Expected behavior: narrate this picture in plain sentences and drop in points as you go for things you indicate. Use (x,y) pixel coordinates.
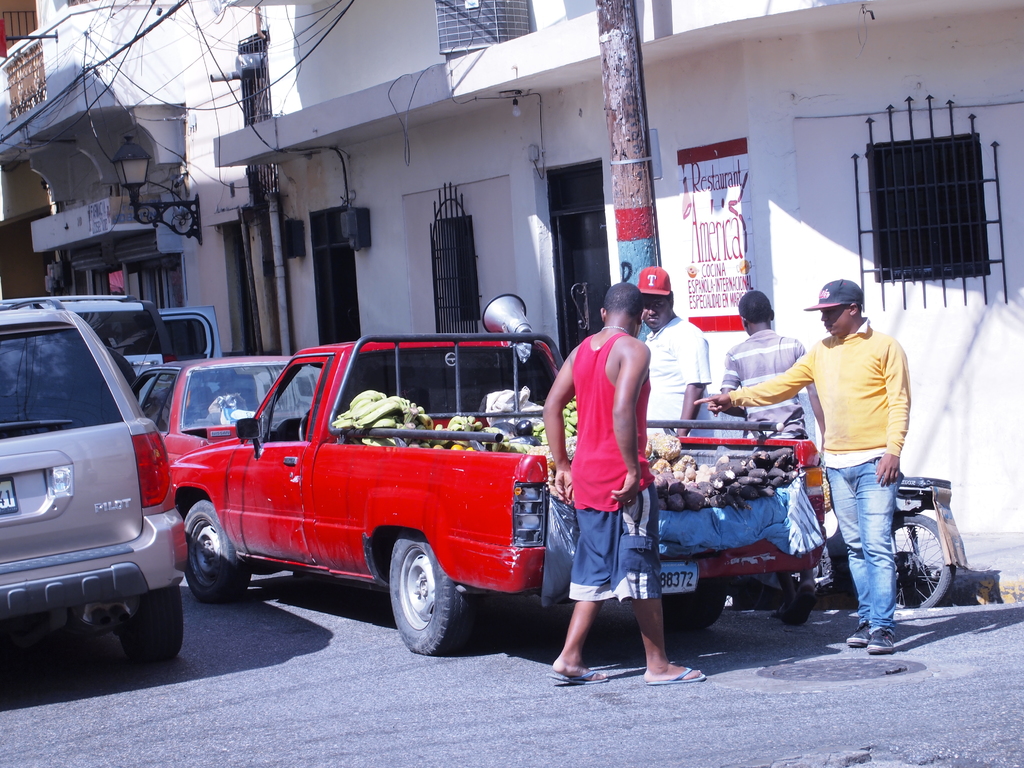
In this picture there are three people (859,359) standing and there is a man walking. There are vehicles (352,440) on the road (1003,639). At the back (473,209) there are buildings (336,129) and there is text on the wall (748,287) and there is a light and there is a pipe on the wall (315,188) and there is a pole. At the bottom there is a manhole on the road (740,764).
